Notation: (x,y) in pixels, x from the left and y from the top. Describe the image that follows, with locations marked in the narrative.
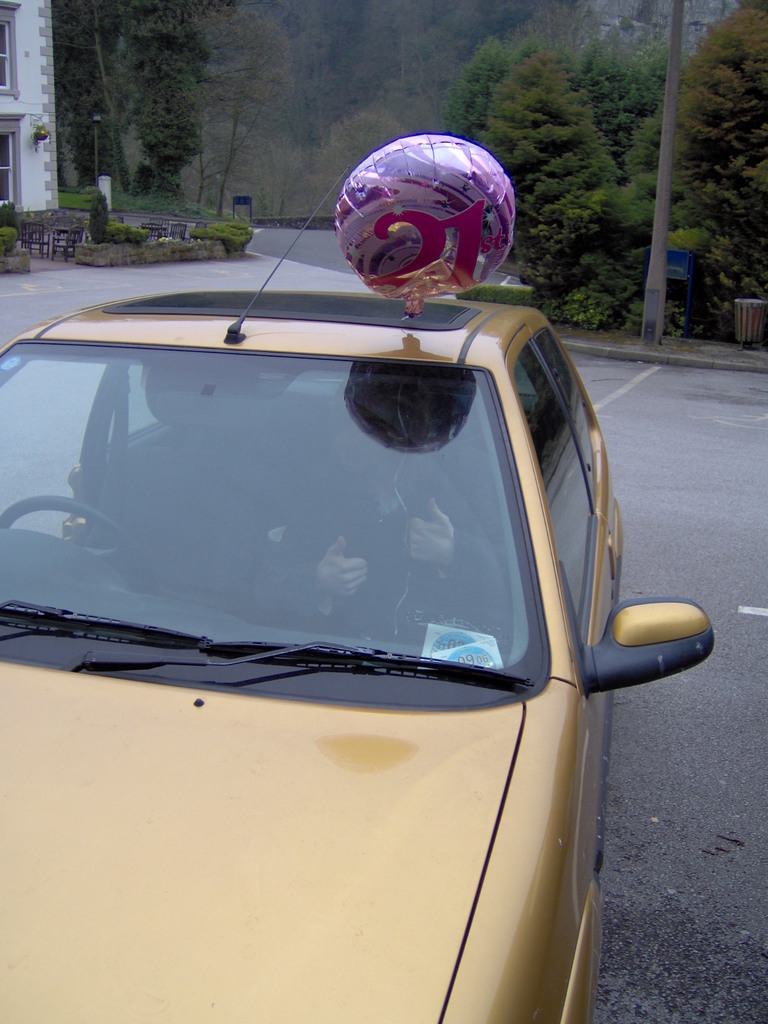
In this picture we can see a person (312,556) is sitting in a car (325,590) and at the top of the car (409,333), it looks like a balloon (394,214). Behind the car (314,340) there are poles (673,42), boards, chairs (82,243), a building (13,142), trees (620,263) and there is a road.
